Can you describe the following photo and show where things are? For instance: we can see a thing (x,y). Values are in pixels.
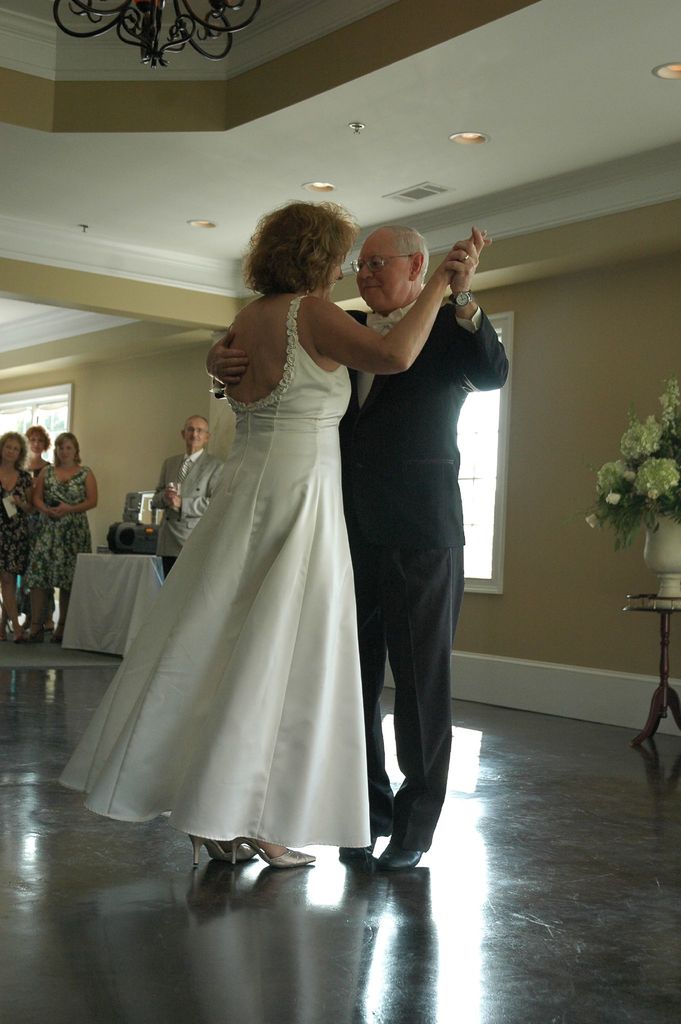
In the center of the image (432,556) there are people (94,759) dancing. In the background of the image (183,292) there is a wall (108,424). There are people (82,517). There is a window (474,506).
